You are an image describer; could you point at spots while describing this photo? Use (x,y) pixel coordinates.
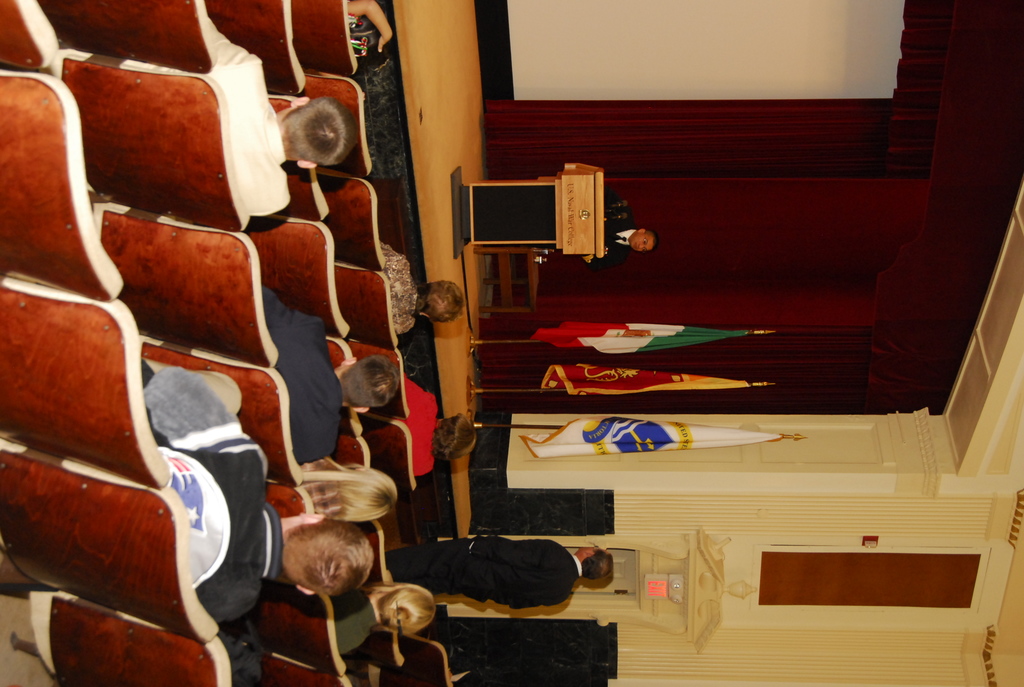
In this image I can see people (636,238) where few are standing and rest all are sitting on chairs (191,627). I can also see few flags (645,388), a podium (599,234) and in background (629,153) I can see red colour curtain (654,152).
